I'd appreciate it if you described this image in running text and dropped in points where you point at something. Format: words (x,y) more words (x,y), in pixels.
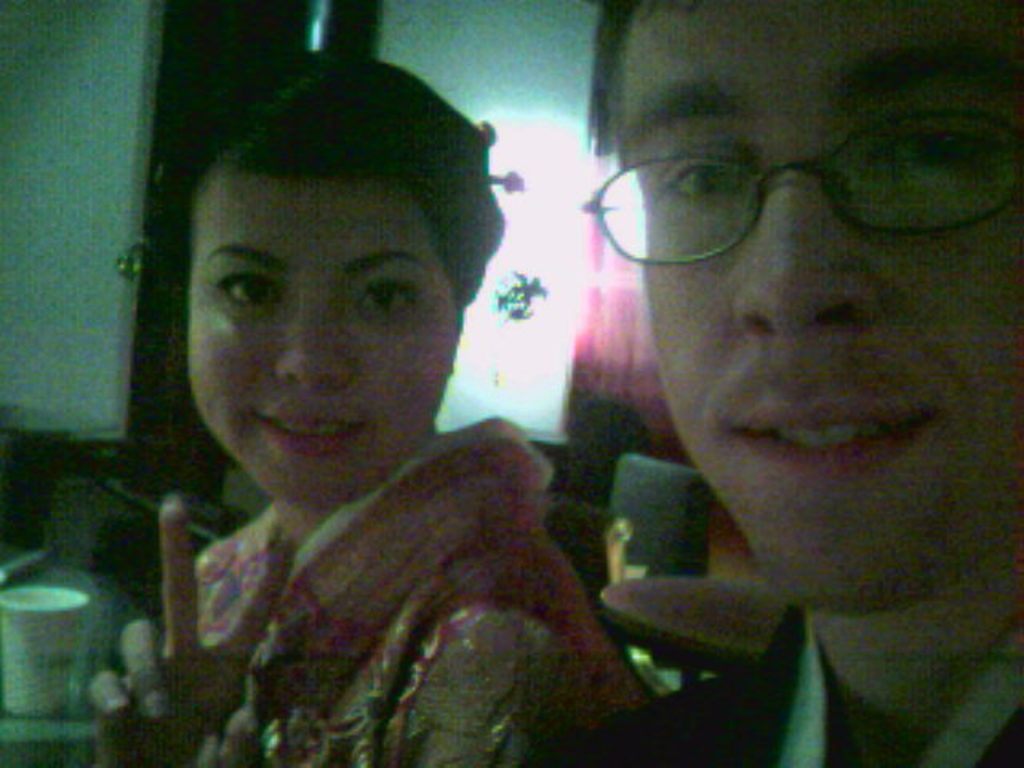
In this picture I can see a man (990,601) and a woman (432,483), there is a table (772,624), chair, cup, and in the background (580,29) there are some objects (30,51).
